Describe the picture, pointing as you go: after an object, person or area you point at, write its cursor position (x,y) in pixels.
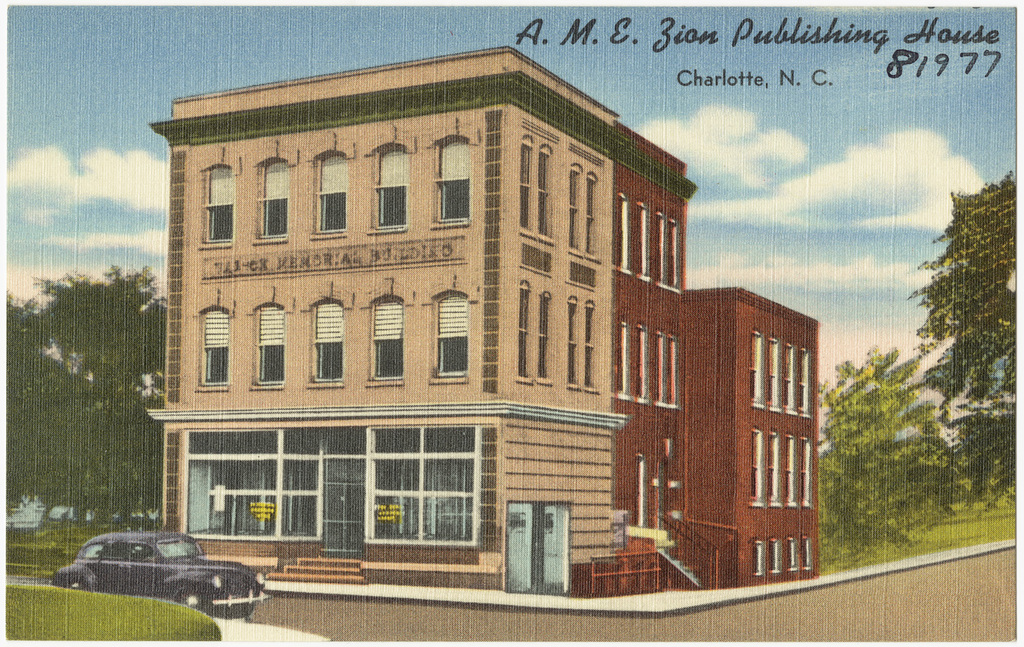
In the image we can see a painting (444,266), in the painting (444,324) we can see building (496,391), the windows (392,364) of the building (364,361) and a vehicle (203,571). We can see trees (85,419), grass (47,573), text (830,33) and cloudy pale blue sky (125,145). We can even see glass doors (329,504) and windows (281,487).
